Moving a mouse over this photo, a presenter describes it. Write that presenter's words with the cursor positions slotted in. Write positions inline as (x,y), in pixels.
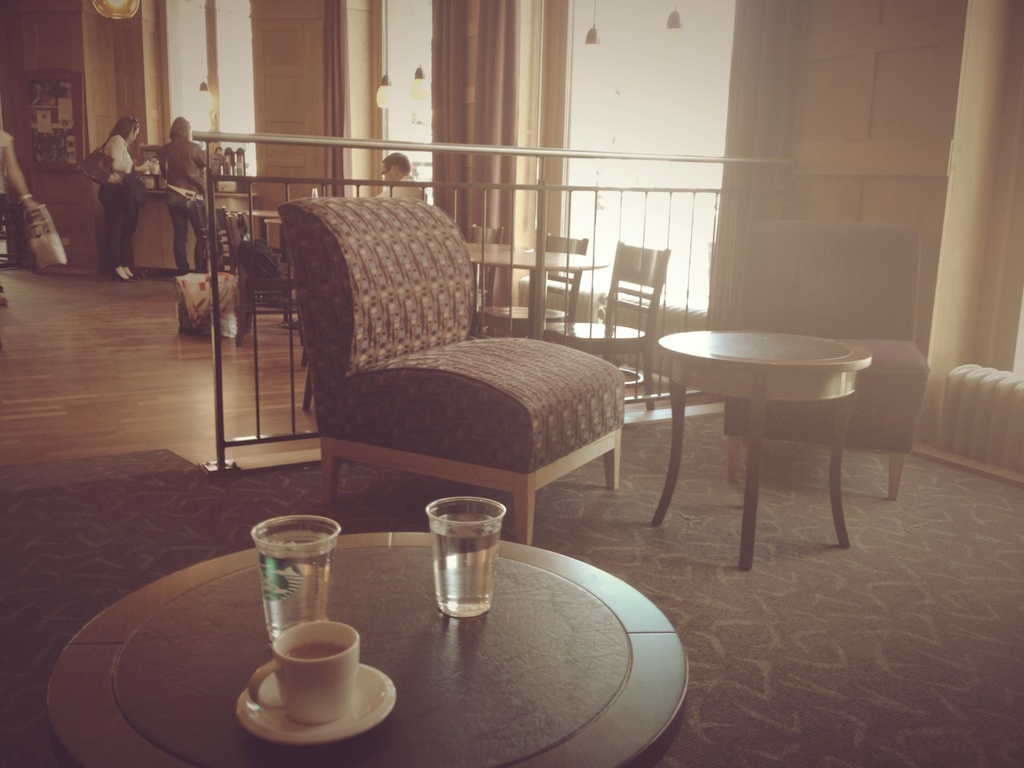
In this image i can see a chair (408,361), couple of tables (784,357) and few people (130,211) are standing on the floor (167,321).
